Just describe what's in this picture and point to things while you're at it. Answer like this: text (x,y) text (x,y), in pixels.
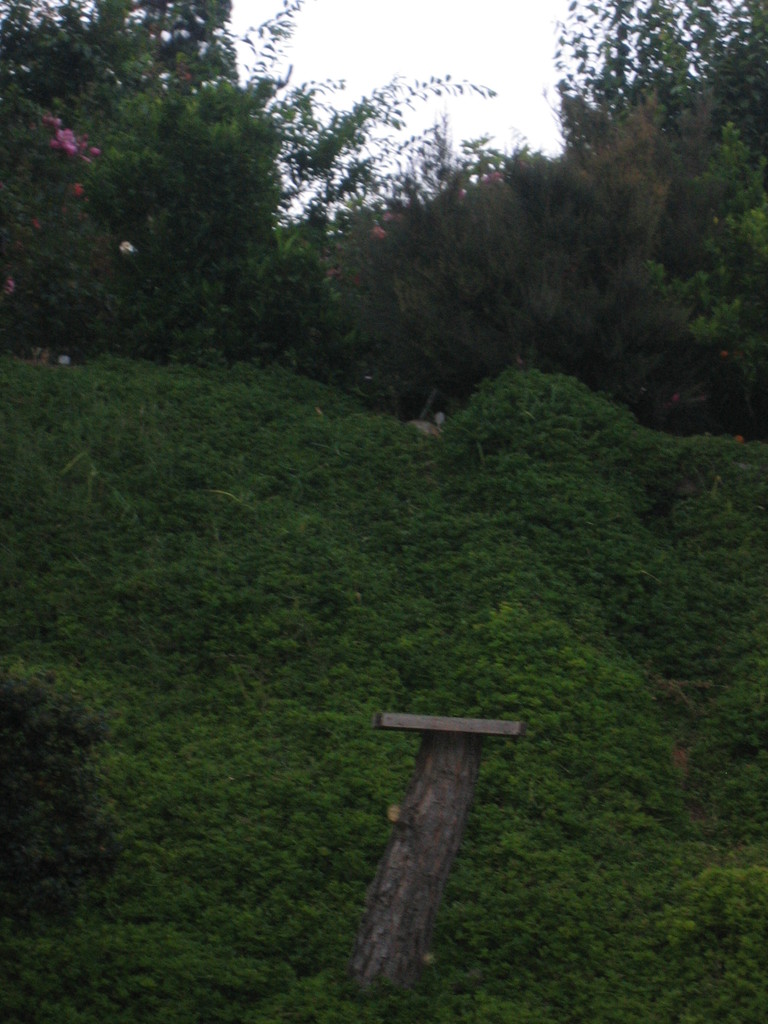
This image is taken outdoors. At the top of the image (364,44) there is the sky (400,145). In the middle of the image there is a bark (419,857) of a tree (393,852). In this image there are many trees (197,177) and plants (509,233) with green leaves (234,220), stems (440,210) and branches (538,176).
